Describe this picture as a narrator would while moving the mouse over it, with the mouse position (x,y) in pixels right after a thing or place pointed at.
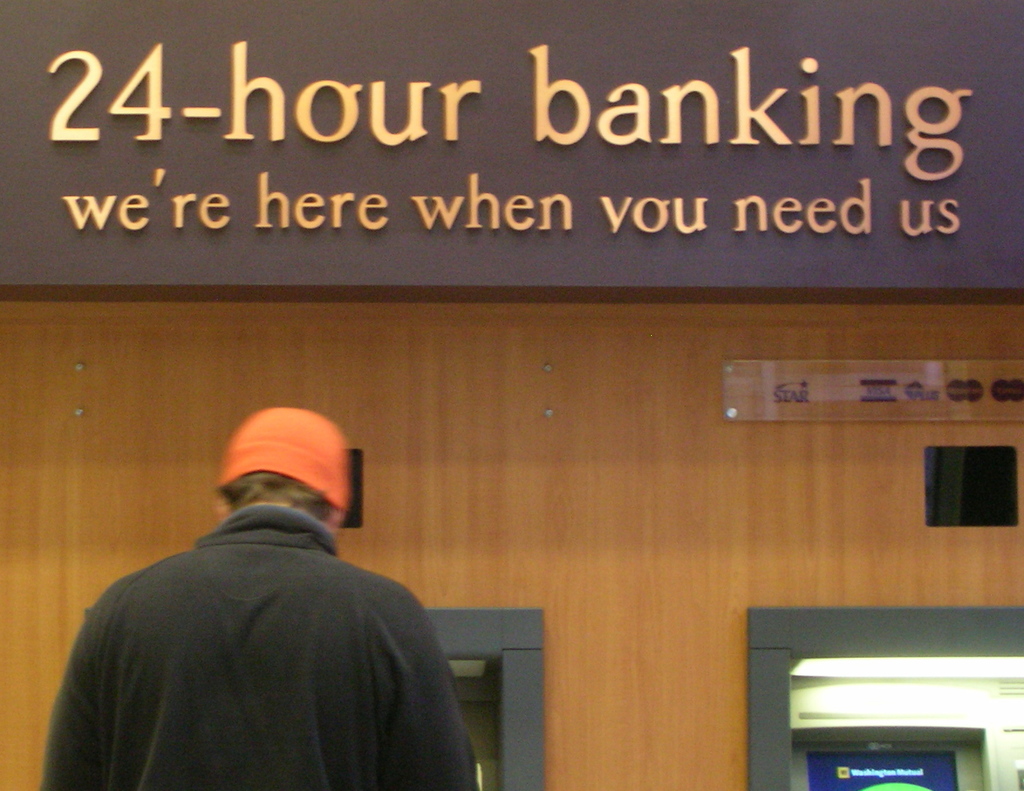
In this image I can see two machines (941,642) and a person (299,656) standing in front of machine (522,722) and back side of machine (463,702) I can see wooden wall (898,450), at the top of board (216,149) I can see a text (707,136).
